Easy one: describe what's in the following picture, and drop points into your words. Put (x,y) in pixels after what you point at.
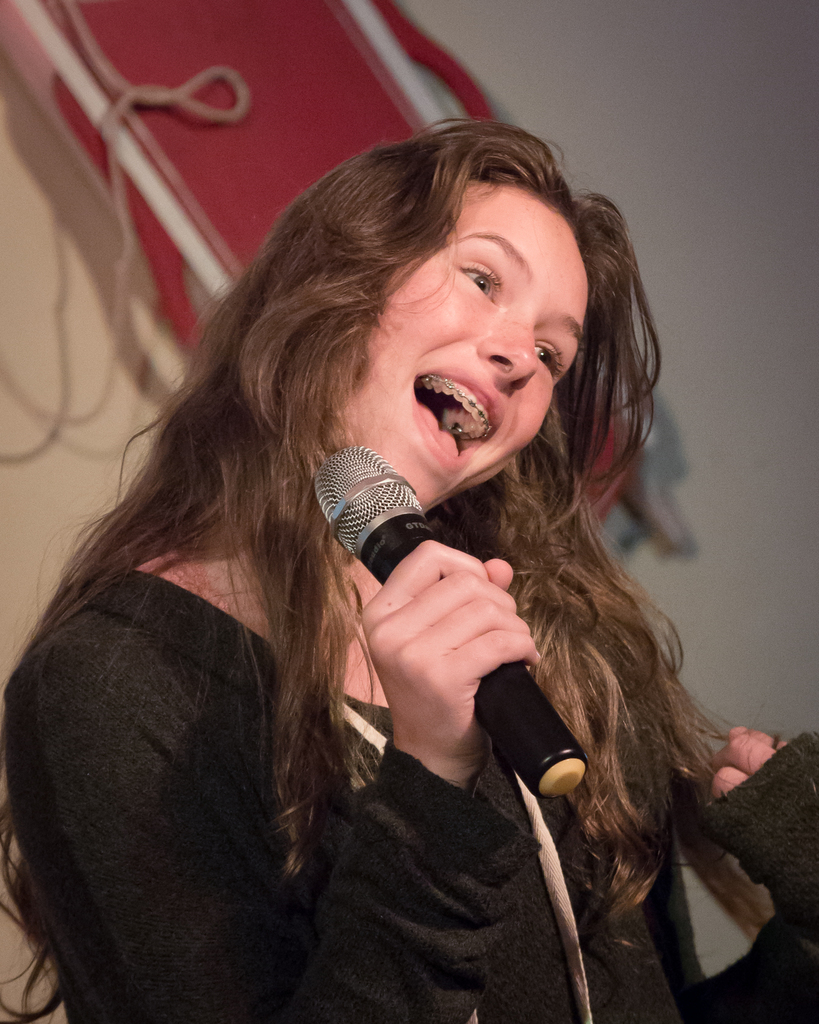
In the image, a woman (407,714) is wearing black color shirt (407,822) is singing a song there is a mic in her right hand (472,600), in the background (126,22) there is a red color banner (342,30) and a wall (60,273).
